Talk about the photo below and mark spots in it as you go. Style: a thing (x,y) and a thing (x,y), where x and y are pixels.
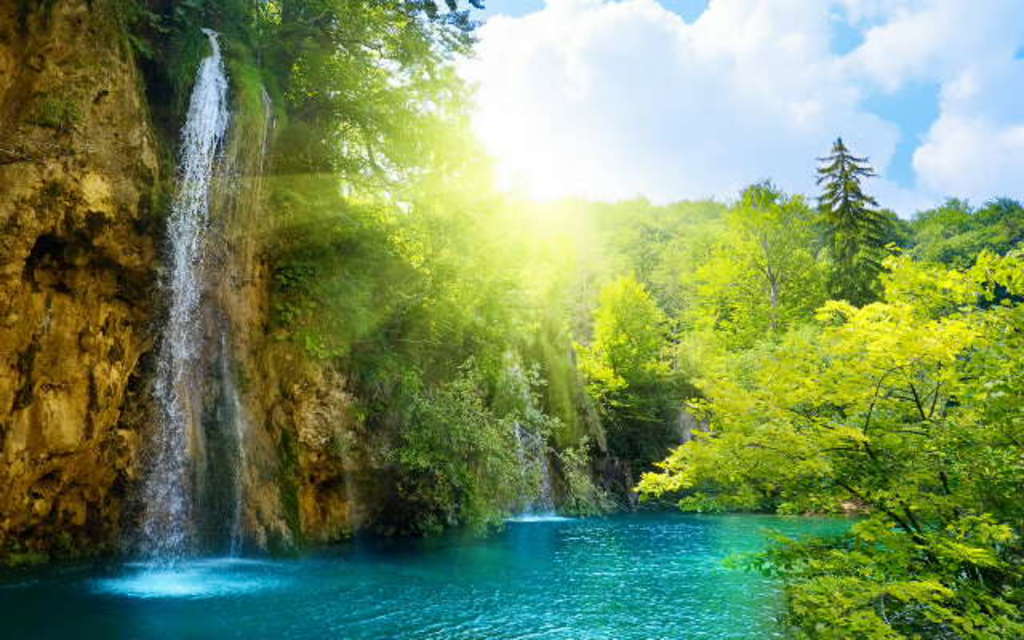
In this image I can see water (442,534), number of trees (520,247), clouds (664,58), the sky (819,103) and I can also see waterfalls (236,516) over here.
